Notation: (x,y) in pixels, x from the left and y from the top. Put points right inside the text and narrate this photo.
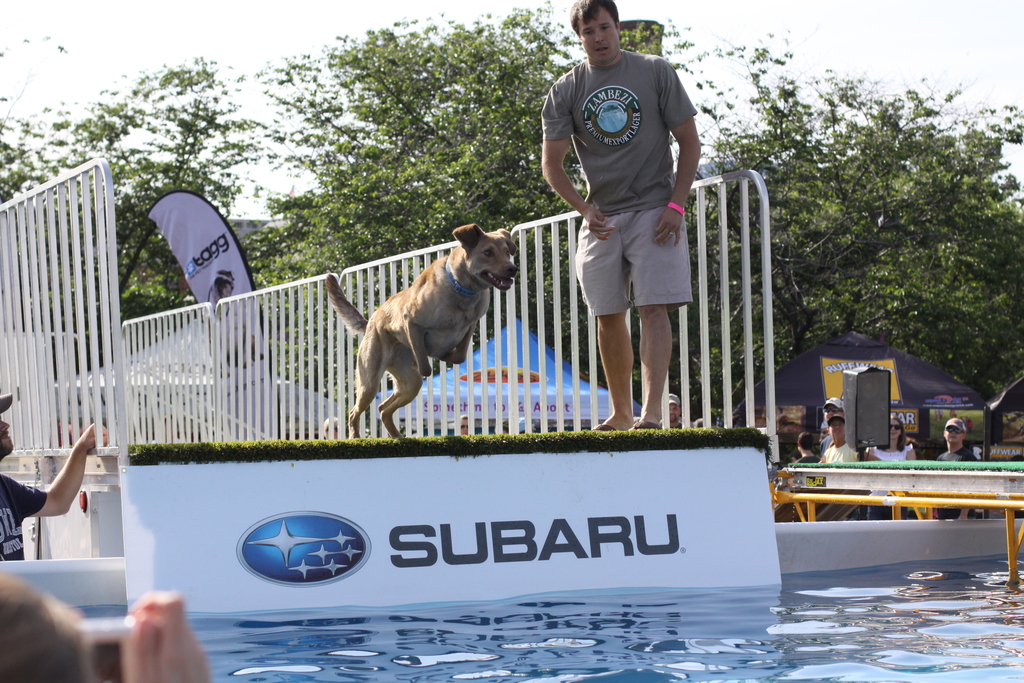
In this image there is a dog (406,348) about to jump in the water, beside the dog (406,327) there is a person (619,268) standing, besides the dog (400,330) there is a metal grill fence (177,354), beside the grill fence (95,401) there is a person (24,507) standing, in front of him there is another person (78,635) clicking a picture, beside the metal grill fence (341,383) there are a few other people (900,427) standing, behind them there are tents (812,399) and trees (306,239).
